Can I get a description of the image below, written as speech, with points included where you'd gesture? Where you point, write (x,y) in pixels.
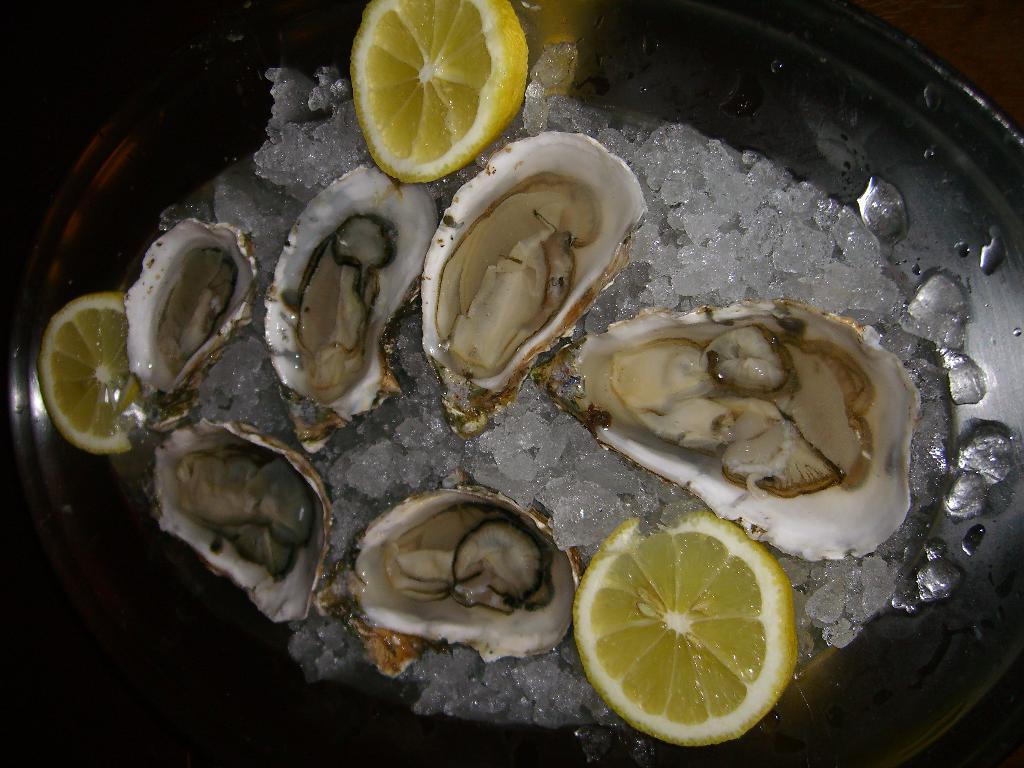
In this image we can see oysters (578,552), lemons (713,697) and ice (607,502) in plate (988,289) placed on the table (53,758).
